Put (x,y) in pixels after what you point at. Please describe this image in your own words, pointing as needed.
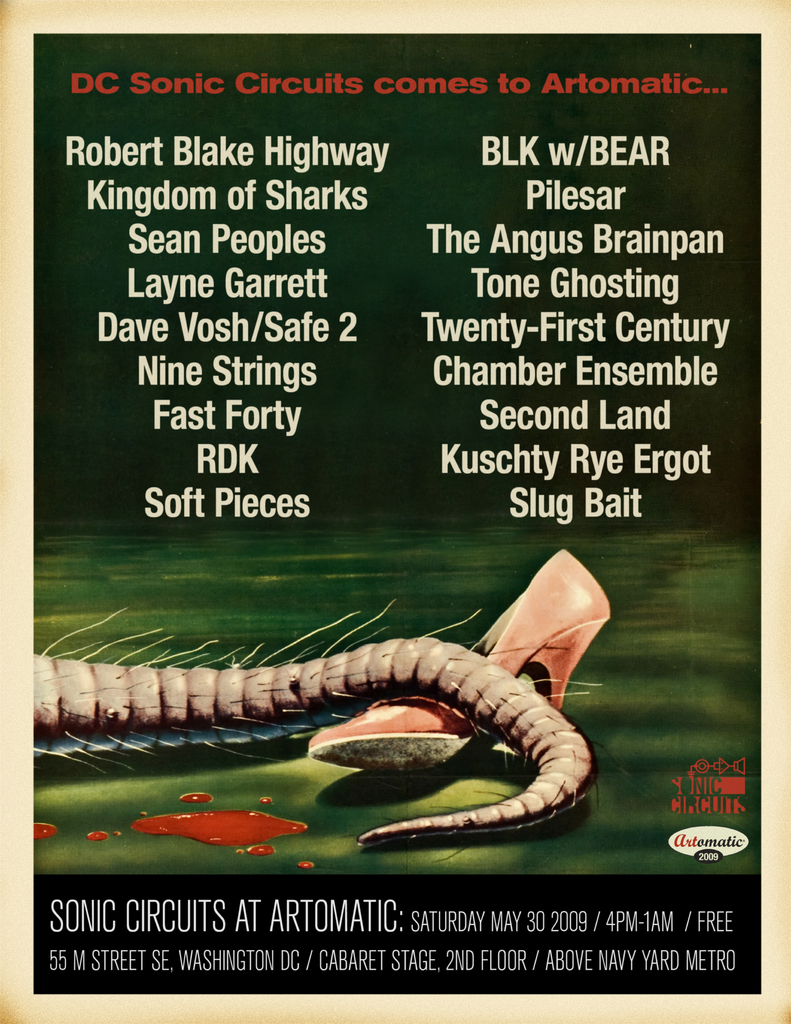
There is a poster (367,558). On this poster (394,867) we can see an animal tail (118,737), footwear (374,746), and text (324,924) written on it.
